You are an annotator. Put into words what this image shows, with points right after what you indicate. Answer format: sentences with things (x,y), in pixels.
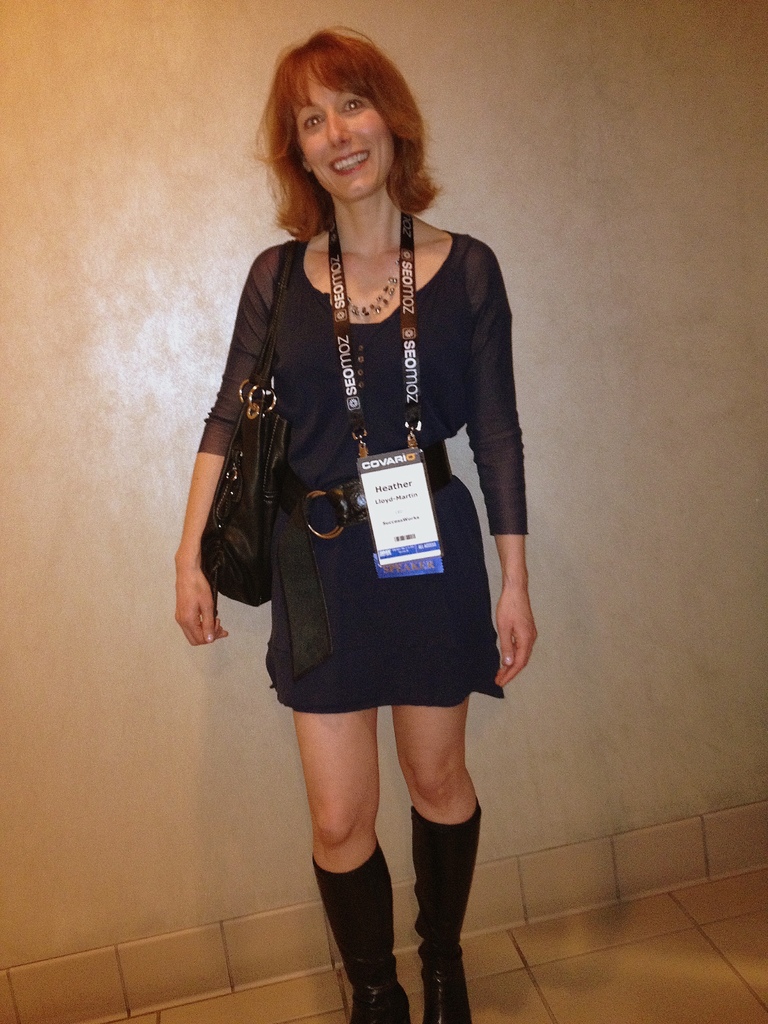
In this image, we can see a lady (338,453) standing and wearing a bag (270,431) and id card (418,468) and she is smiling.
